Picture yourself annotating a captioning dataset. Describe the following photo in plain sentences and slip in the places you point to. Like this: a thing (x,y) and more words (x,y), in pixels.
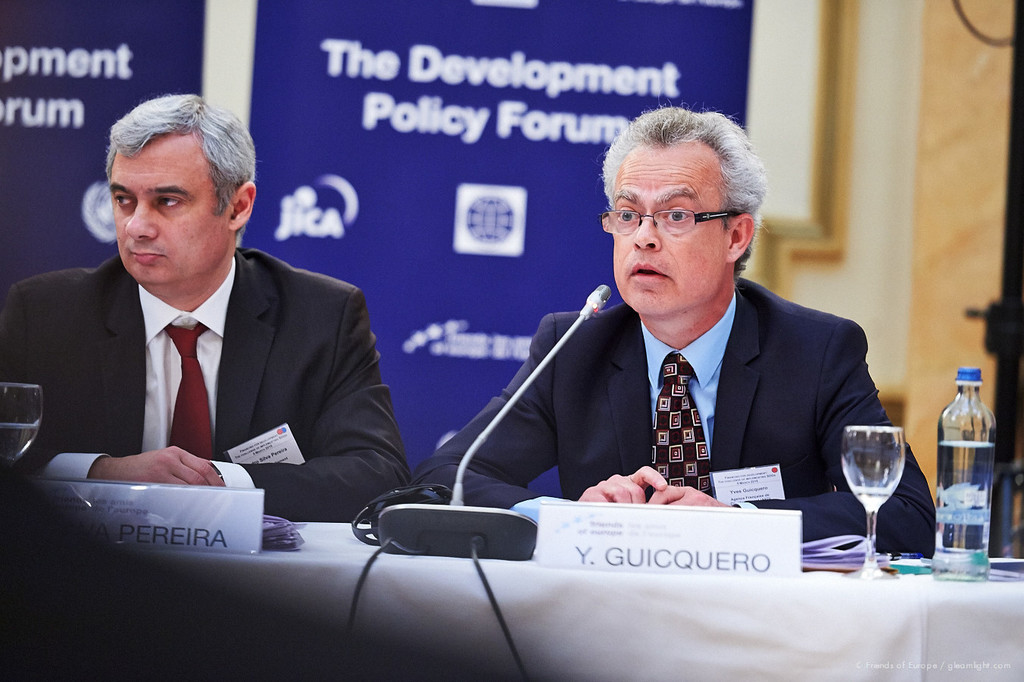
In the center of the image (630,245) there are two persons (241,406) wearing suit (525,411) and sitting on chairs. In front of them there is a table (626,582) with white color cloth (707,576). There is a glass (865,552). There is a water bottle (951,565). There is a mic (455,509). In the background of the image (166,68) there is a banner (325,54) with some text (411,75).
